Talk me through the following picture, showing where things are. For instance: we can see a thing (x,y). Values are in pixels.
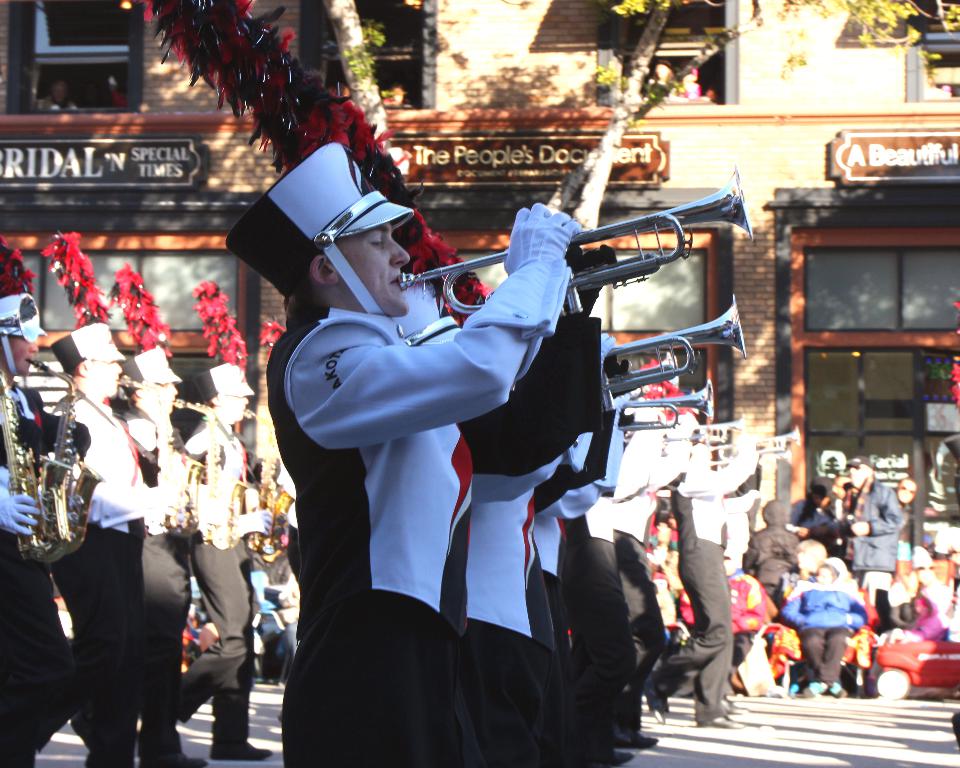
In this picture there are people (409,268) those who are standing in series, they are playing trumpet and there are other people (798,537) and a building (773,34) in the background area of the image (734,43), there are windows (689,60) at the top side of the image (366,26), there is a tree (331,10) in the background area of the image (351,16).
